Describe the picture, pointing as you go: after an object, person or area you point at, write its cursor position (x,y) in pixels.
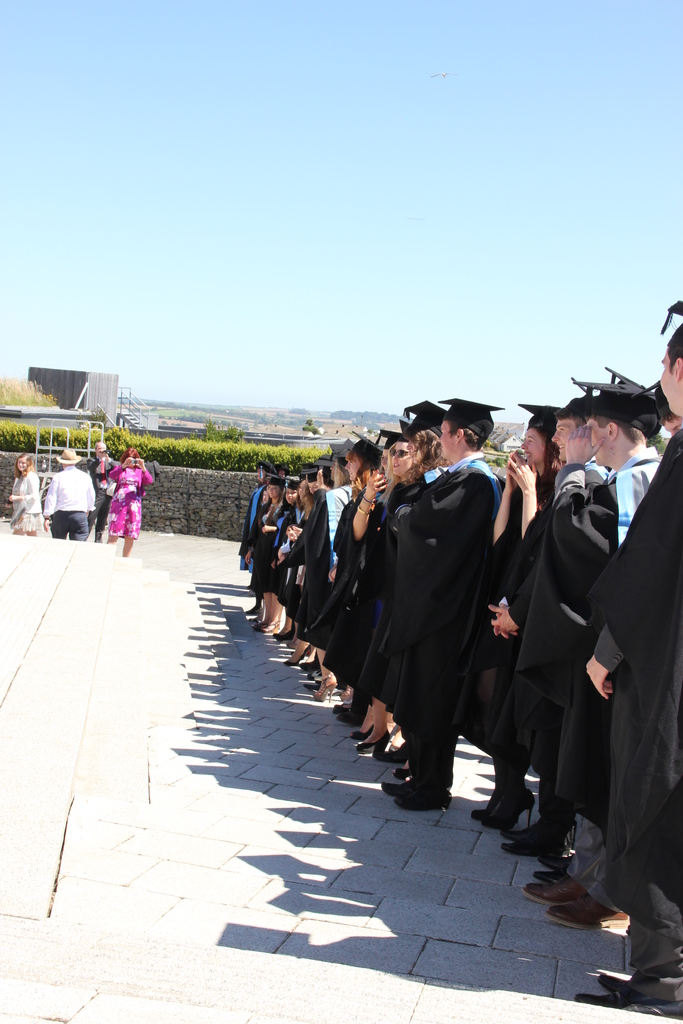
As we can see in the image there are group of people (444,537) here and there, plants (205,452), building (112,406) and sky (396,104).
